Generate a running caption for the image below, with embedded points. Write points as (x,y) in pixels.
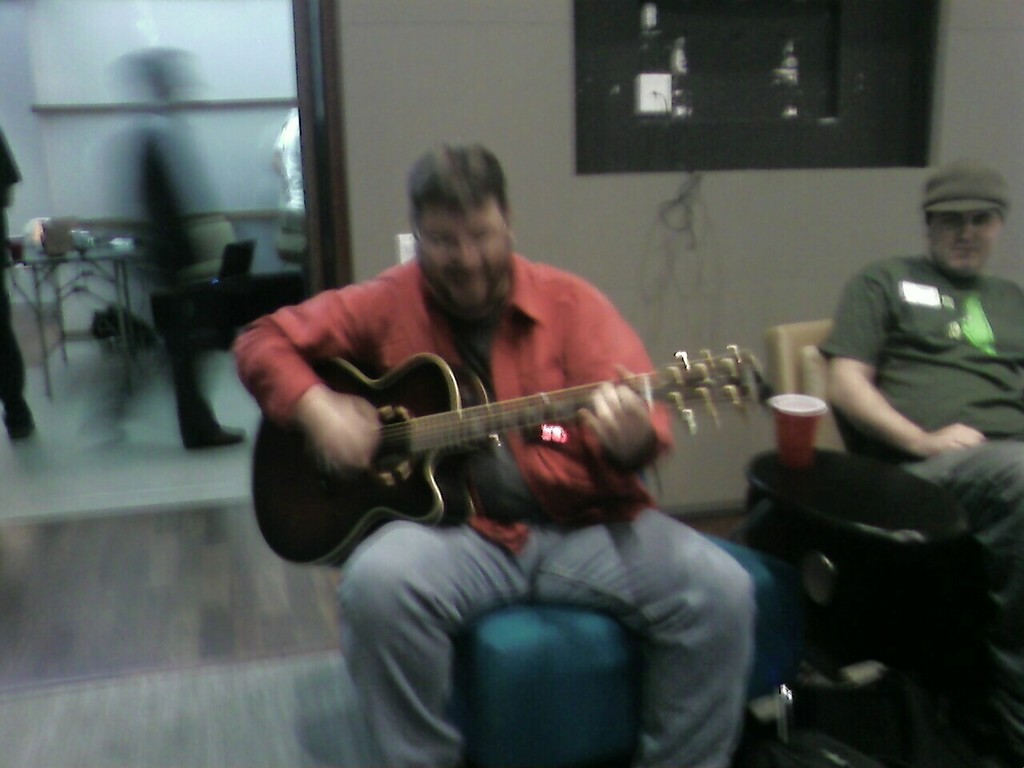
In this picture there is a man (473,587) sitting in the chair (507,632) and playing a guitar (391,449) in his hands (617,413). Beside him there is another man (924,421) sitting in the chair (833,427) wearing a cap (955,206). In the background (615,181) there is a wall (516,144) and a man (2,248) standing here.
